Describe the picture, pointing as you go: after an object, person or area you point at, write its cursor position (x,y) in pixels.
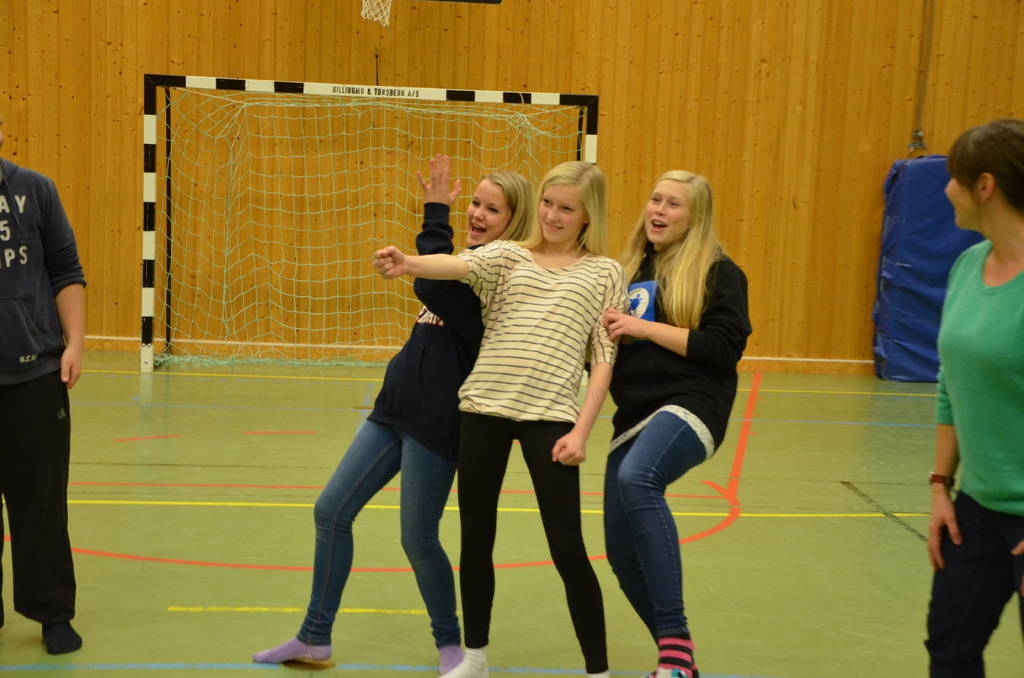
In this picture we can see five persons (65,355) are standing, in the background (810,138) there is a wall (618,79), we can see a goal post (352,210) in the middle (391,239).
